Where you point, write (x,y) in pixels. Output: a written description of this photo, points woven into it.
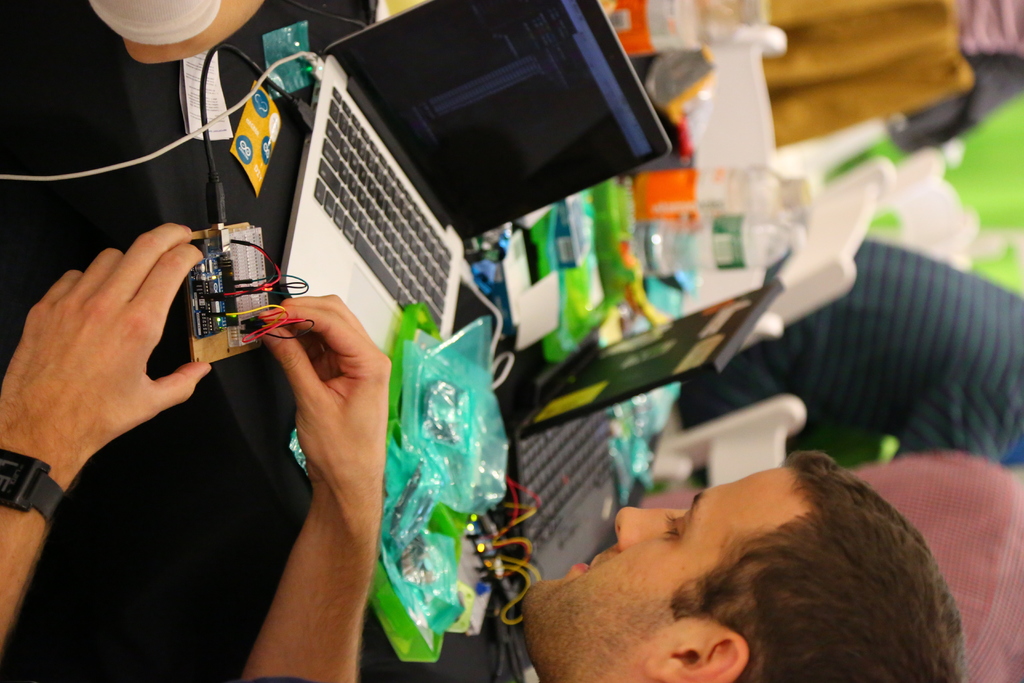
This is a rotated image. In this image there is a person (813,537) holding an object (279,320) in his hand (305,351), in front of him there is a table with some laptops (343,224), papers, books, bottles (636,214) and some other objects (598,209), beside the table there are a few people (958,314) sitting on their chairs (765,426).
